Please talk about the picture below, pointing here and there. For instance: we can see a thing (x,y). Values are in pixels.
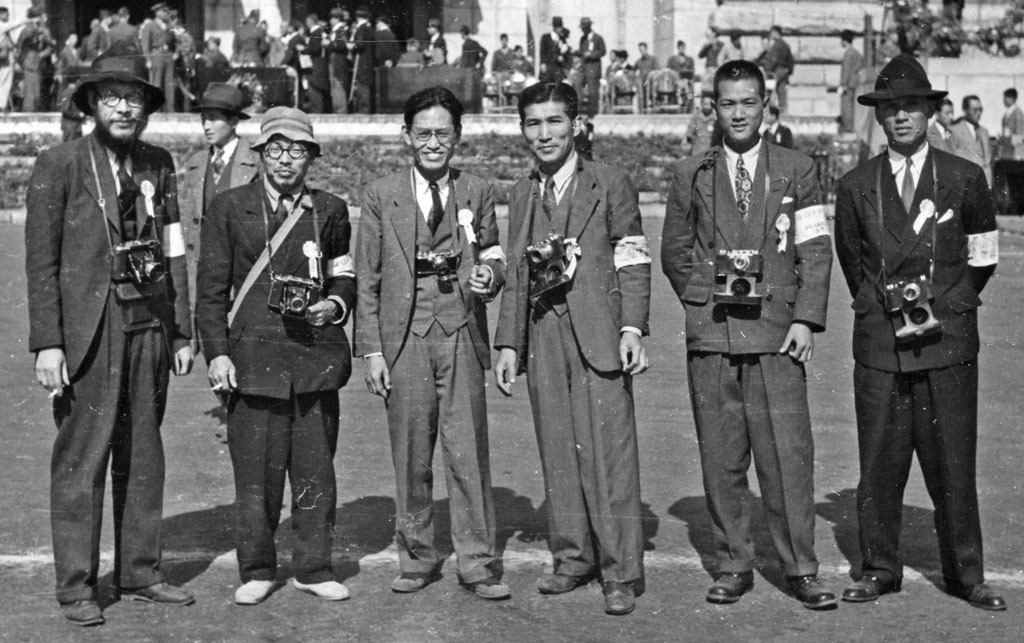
In this picture I can see few people (562,364) standing and few of them wore caps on their heads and few of them worn cameras (421,255) in their necks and I can see buildings (743,13) in the back (981,139) and the few people (849,101) standing and I can see couple of trees (971,34).
